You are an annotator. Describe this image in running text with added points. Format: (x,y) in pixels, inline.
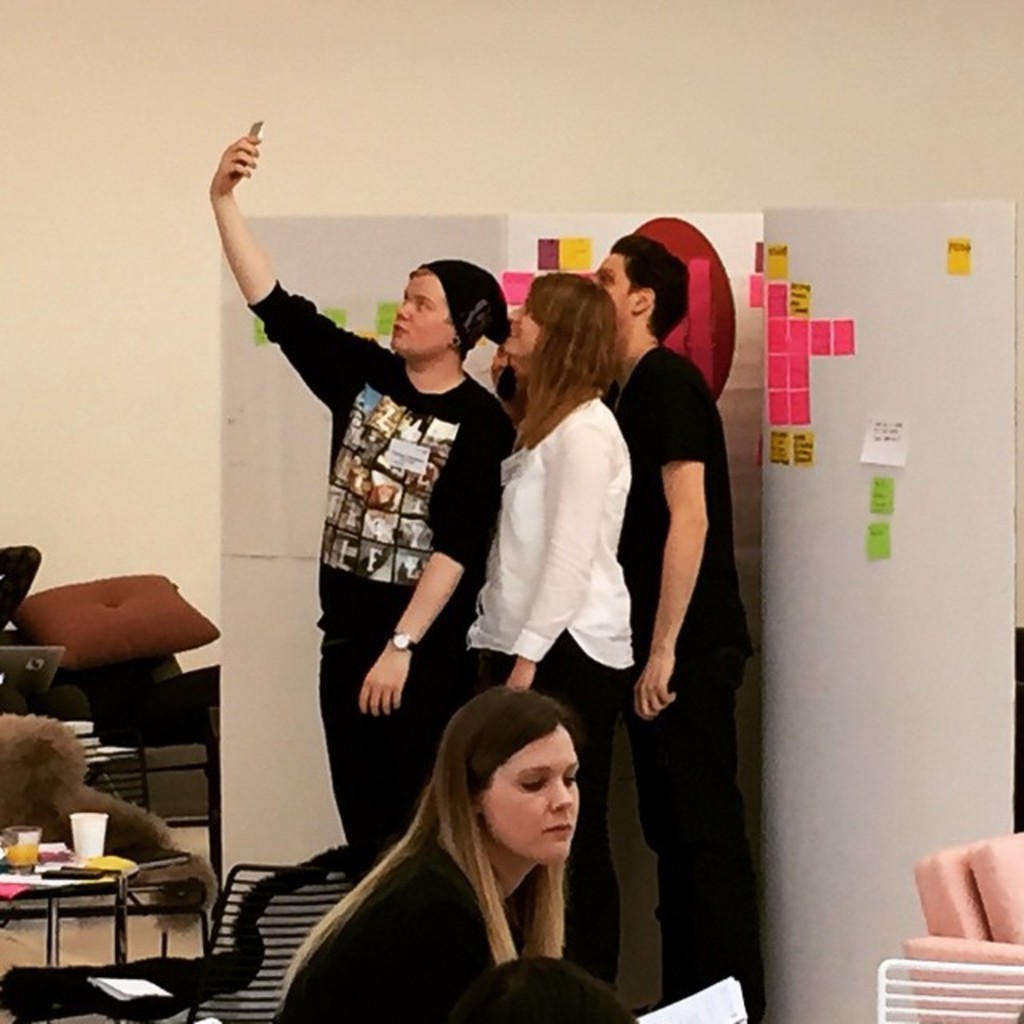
This image is taken indoors. At the bottom of the image (459,878) there is a woman (543,813). On the right side of the image (918,871) there is a sofa (952,898). In the middle of the image (581,501) two men (637,400) and a woman (533,482) are standing on the floor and taking a picture with a mobile phone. In the background (47,132) there is a wall (1016,176). On the left side of the image (141,646) there is a pillow (158,657) on a seat (148,723) and there is a chair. There are a few things (70,878) on the table (57,893).
